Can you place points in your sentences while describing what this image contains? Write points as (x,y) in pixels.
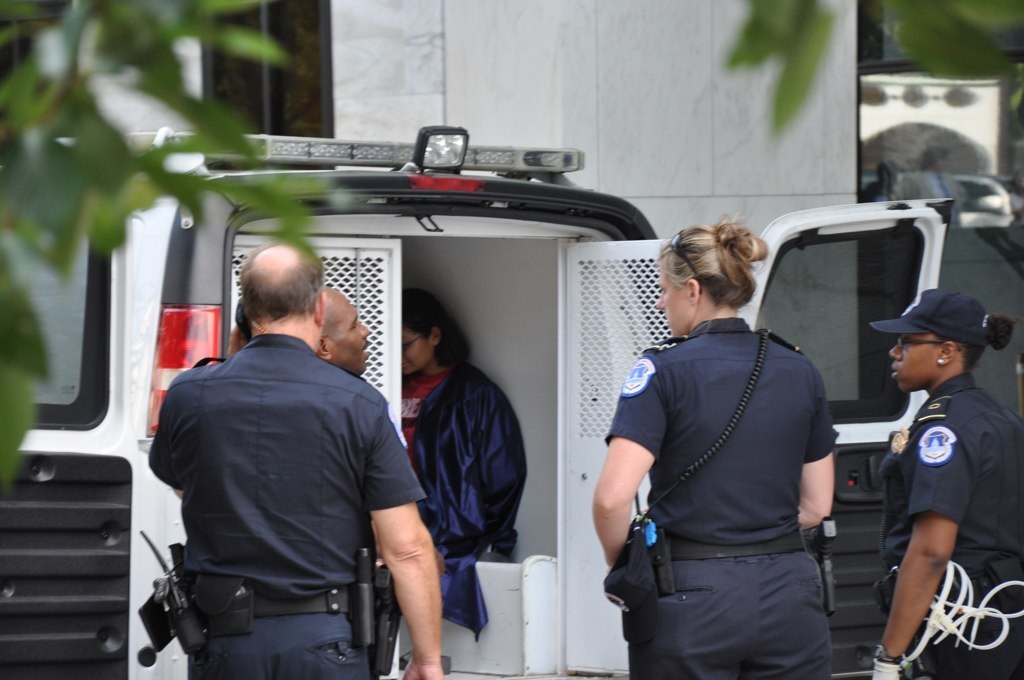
In this picture we can see five persons (604,501) and a van (540,533) in the front (114,486), in the background (442,76) there is a wall (571,76), we can see leaves (116,158) at the left top of the picture (136,50).
